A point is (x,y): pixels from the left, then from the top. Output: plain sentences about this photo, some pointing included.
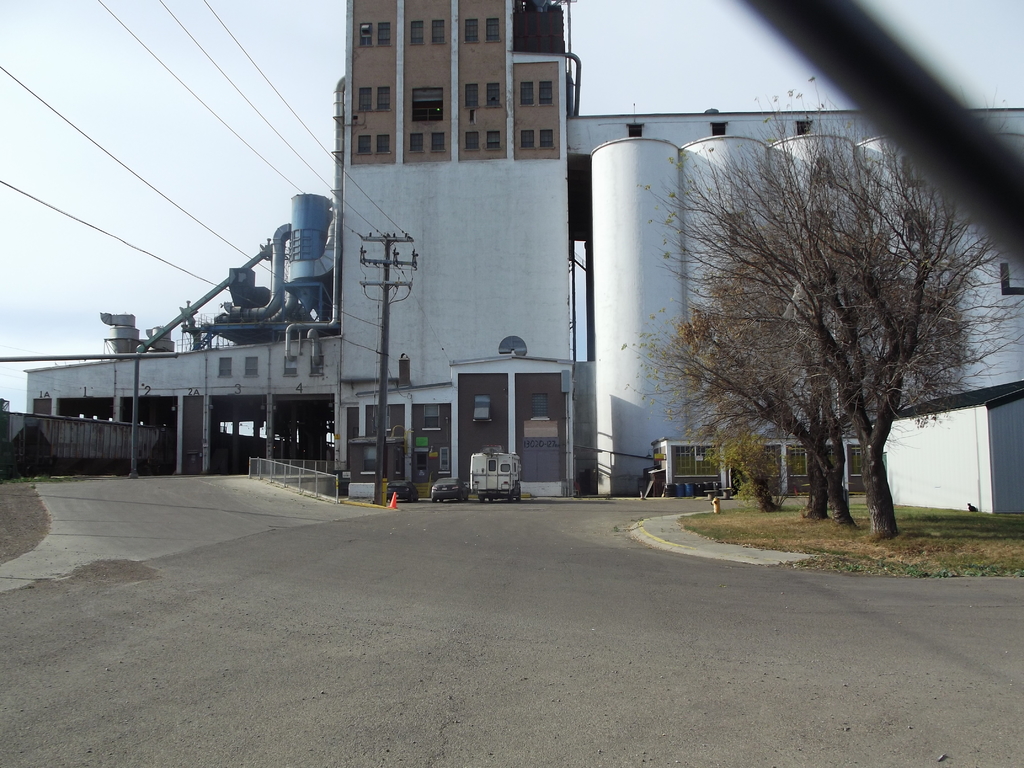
In this image we can see there is a building (345,195) and there are a few metal structures (274,244) are connected to it, in front of that there is a utility pole (365,262), few vehicles (472,458) are parked, a tree (681,340), railing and there are few objects (689,487). In the background (40,315) there is the sky (73,262).
